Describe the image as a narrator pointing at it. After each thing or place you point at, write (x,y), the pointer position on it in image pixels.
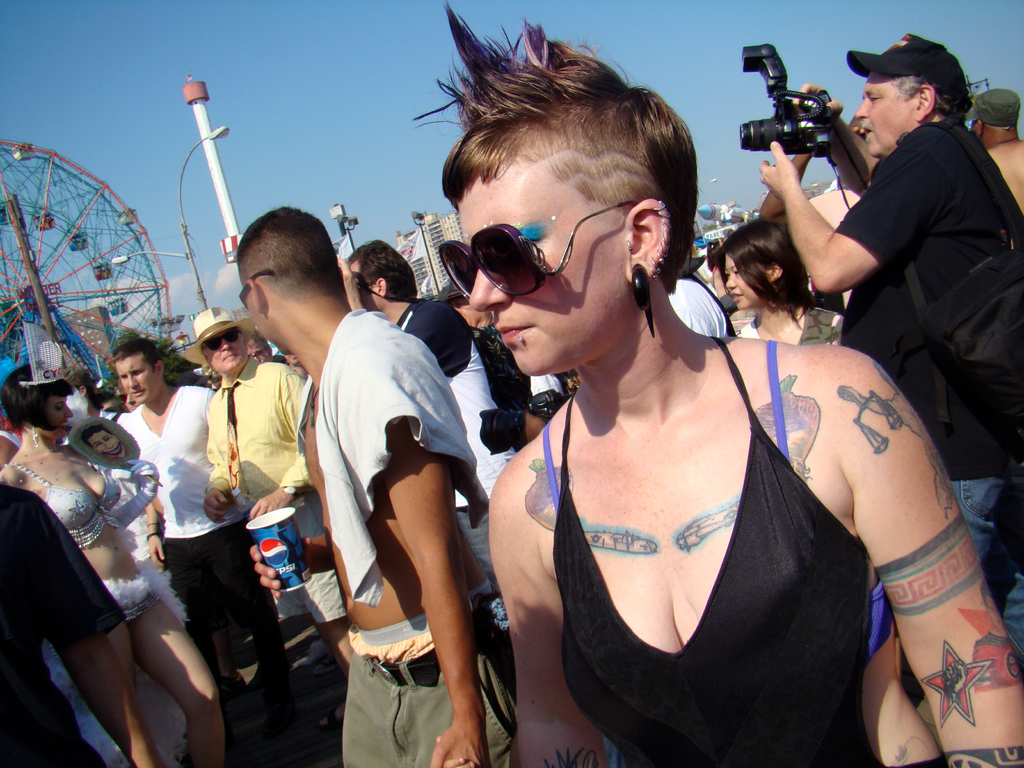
In this picture we can observe some people (718,482) standing. There are men (321,408) and women (102,510). On the right side (889,259) we can observe a photographer (905,237) wearing a black color cap (903,74) on his head (900,122). On the left side (38,243) we can observe giant wheel (102,297) and white color pole (204,144). In the background (221,143) there is a sky (292,137).
